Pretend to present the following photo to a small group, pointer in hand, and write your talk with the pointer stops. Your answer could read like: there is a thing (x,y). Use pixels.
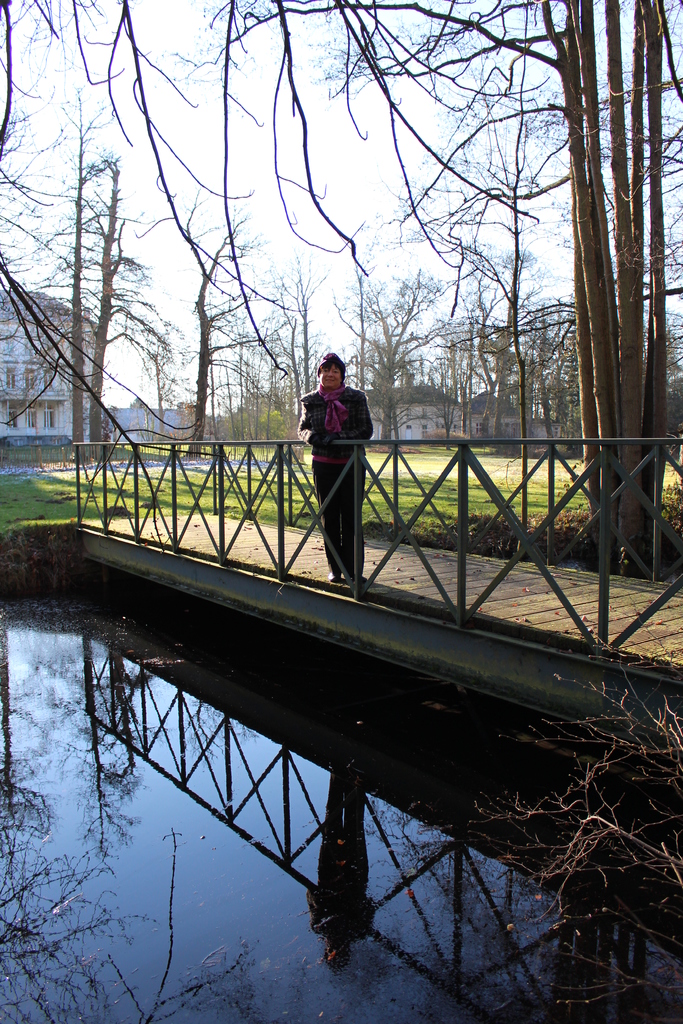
The woman (340,434) in the middle of the picture (358,407) wearing black jacket (343,448) is standing on the bridge (434,549). Beside her, we see an iron railing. Beside that, we see water (295,877). In the background (384,399), there are many trees (80,362) and buildings (37,357). At the top of the picture (159,264), we see the sky (225,274). Behind the woman (326,527), we see grass (145,514).
